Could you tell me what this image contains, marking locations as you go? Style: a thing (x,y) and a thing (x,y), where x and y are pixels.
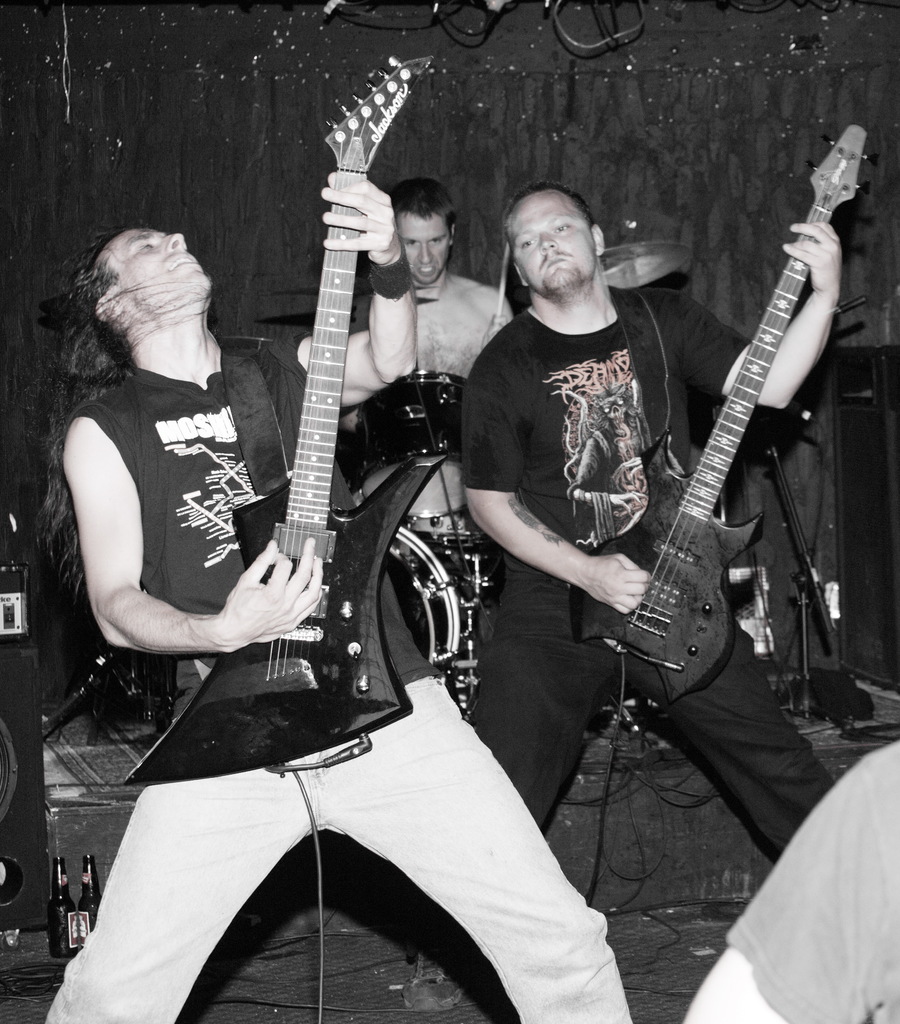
In this image i can see three men (277,546) playing the musical instrument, at the background (561,159) i can see a wall (435,161).
